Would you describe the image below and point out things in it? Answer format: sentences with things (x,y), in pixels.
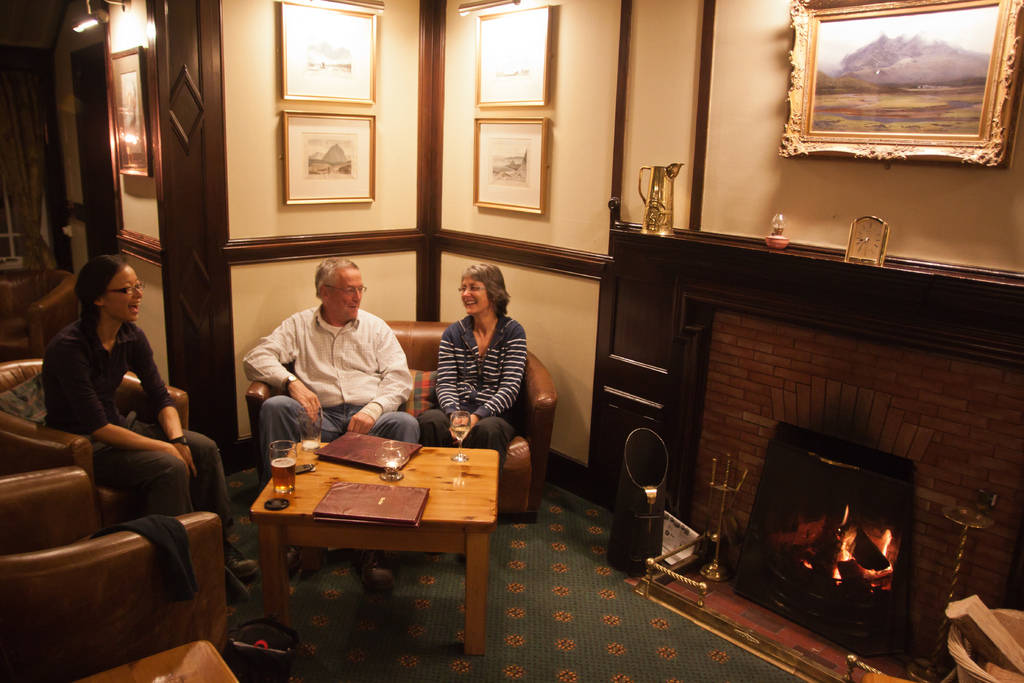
In this image i can see two women (476,336) and a man (404,374) sitting in a couch (422,387) there are four glasses (388,461) and two books (419,503) on a table (446,488) at the right side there is a fire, at the background (524,163) there are few frames (492,133) attached to a wall (434,107).
